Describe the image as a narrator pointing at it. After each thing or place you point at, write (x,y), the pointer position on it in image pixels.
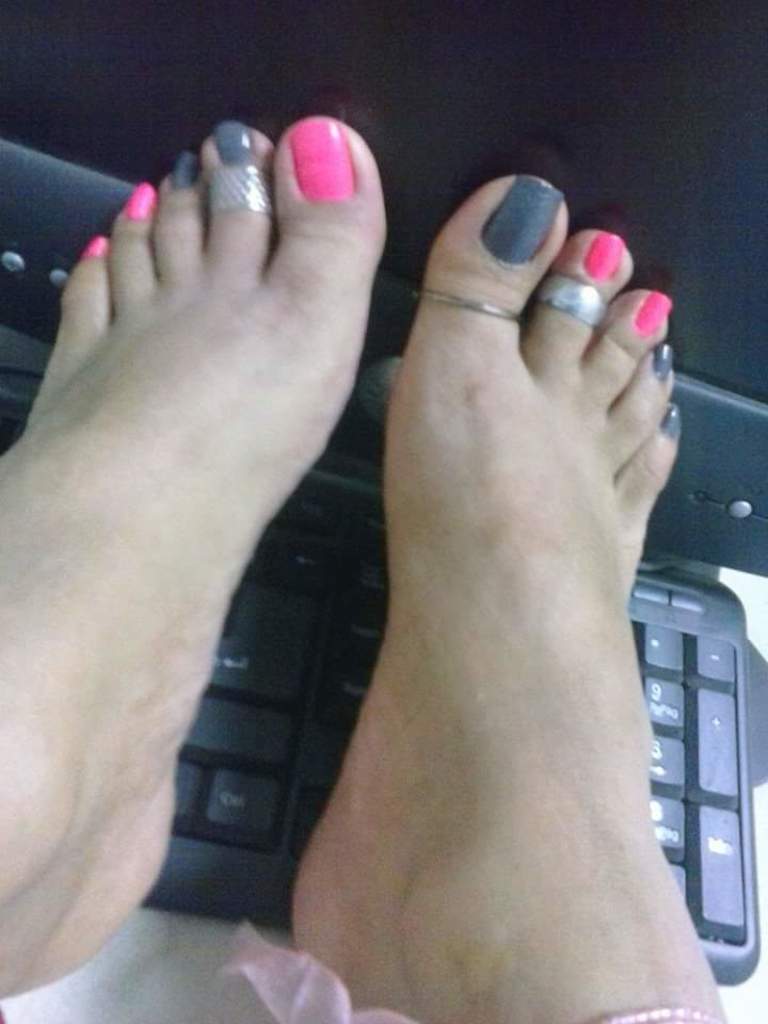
In this image we can see women feet (472,736) on keyboard (271,592) and monitor (431,103).
